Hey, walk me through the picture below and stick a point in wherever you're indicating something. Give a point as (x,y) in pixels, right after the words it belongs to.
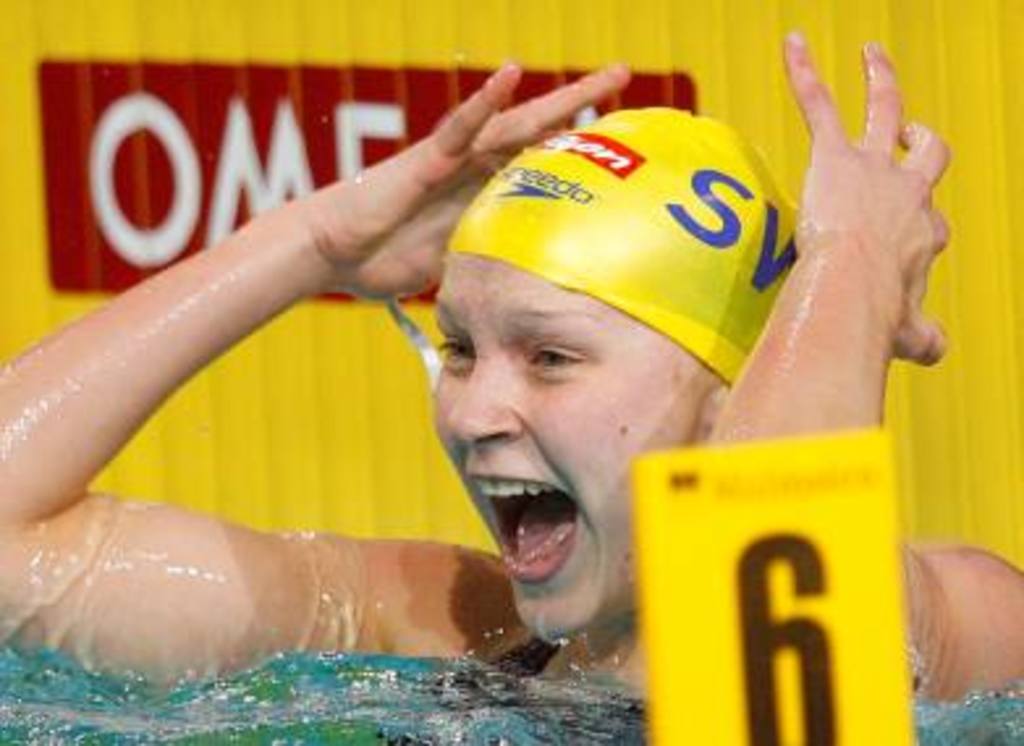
In this picture we can see a person (352,631) in the water (548,698) and there is a board (843,598). In the background (980,400) we can see a yellow color board (978,417) and there is text (133,103) written on it.
